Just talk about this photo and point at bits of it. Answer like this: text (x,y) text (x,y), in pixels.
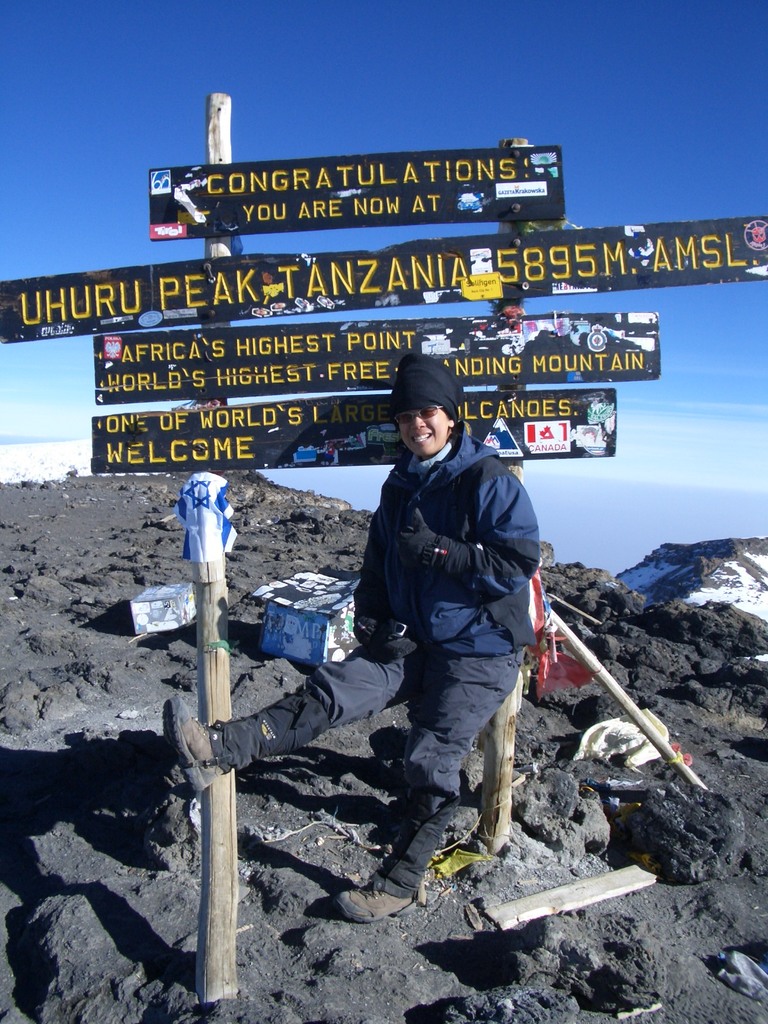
As we can see in the image there is a sign board (246,270), a person (439,639) wearing blue color jacket (394,563), hills (576,629) and sky (266,25).
